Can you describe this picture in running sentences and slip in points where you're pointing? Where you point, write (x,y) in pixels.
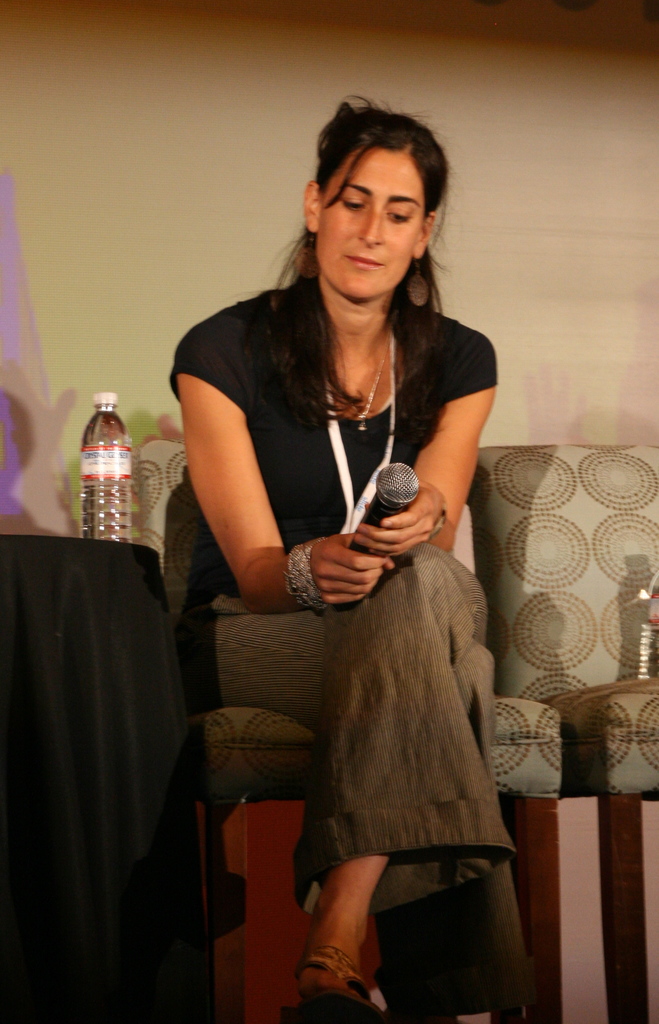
In this picture we can see a woman (276,597) who is sitting on the chair (254,745). She is holding a mike (412,478) with her hand (350,567). On the background (612,249) there is a wall (625,373). And this is the bottle (108,496).
